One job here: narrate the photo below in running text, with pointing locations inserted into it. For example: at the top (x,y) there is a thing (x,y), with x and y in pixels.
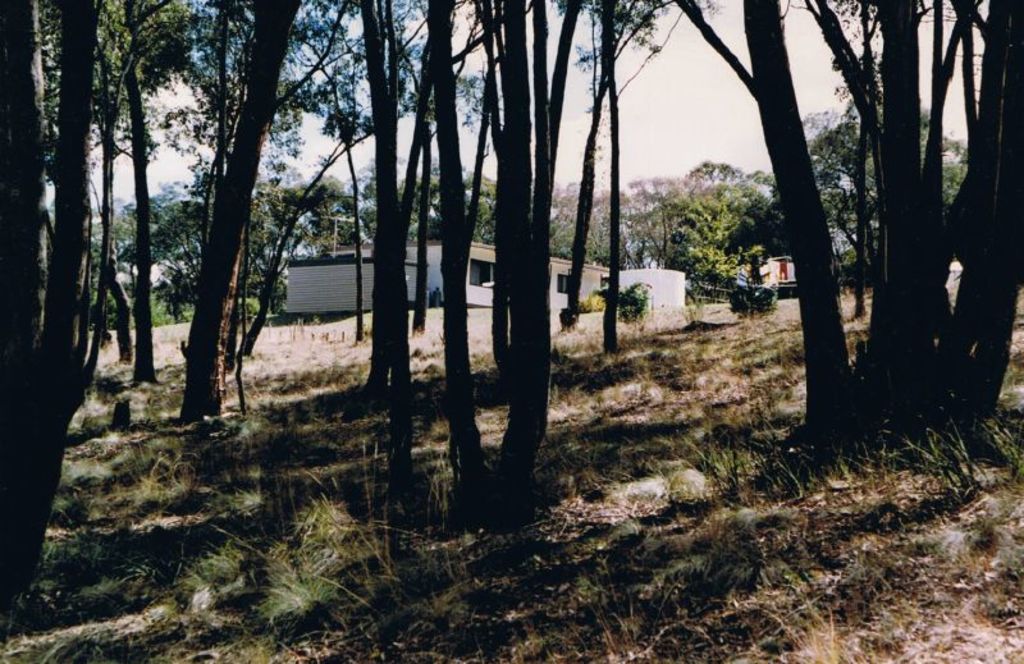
In the image in the center (406,237), we can see the sky (743,60), clouds (584,81), trees (852,243), buildings (336,274), windows (476,271), plants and grass (589,332).
